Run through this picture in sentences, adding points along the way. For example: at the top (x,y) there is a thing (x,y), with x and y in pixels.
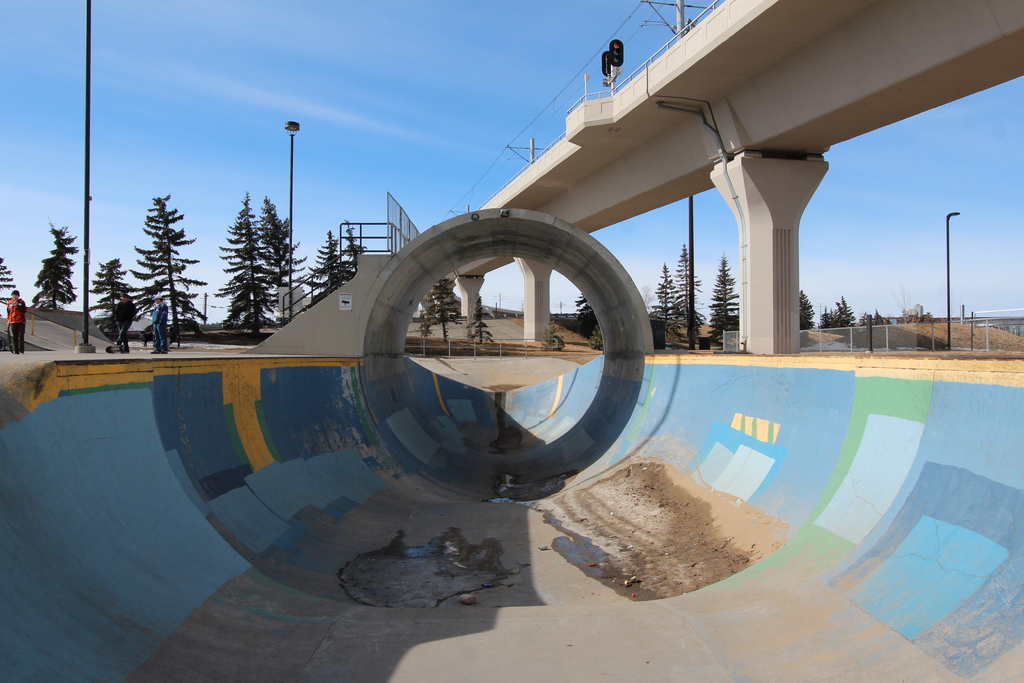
In the center of the image (391,332) there is like a hollow structure (566,425), beside that there are a few people (162,330) standing on the pavement (132,349) and there are lamp posts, trees (241,267), stairs (291,307) with metal fence (403,219), on the right side of the image (897,77) there is a metro train bridge (640,136) with traffic lights (612,59) and electrical cables (627,41) on it, on the right corner of the image (988,337) there is a metal mesh fence (941,336).
